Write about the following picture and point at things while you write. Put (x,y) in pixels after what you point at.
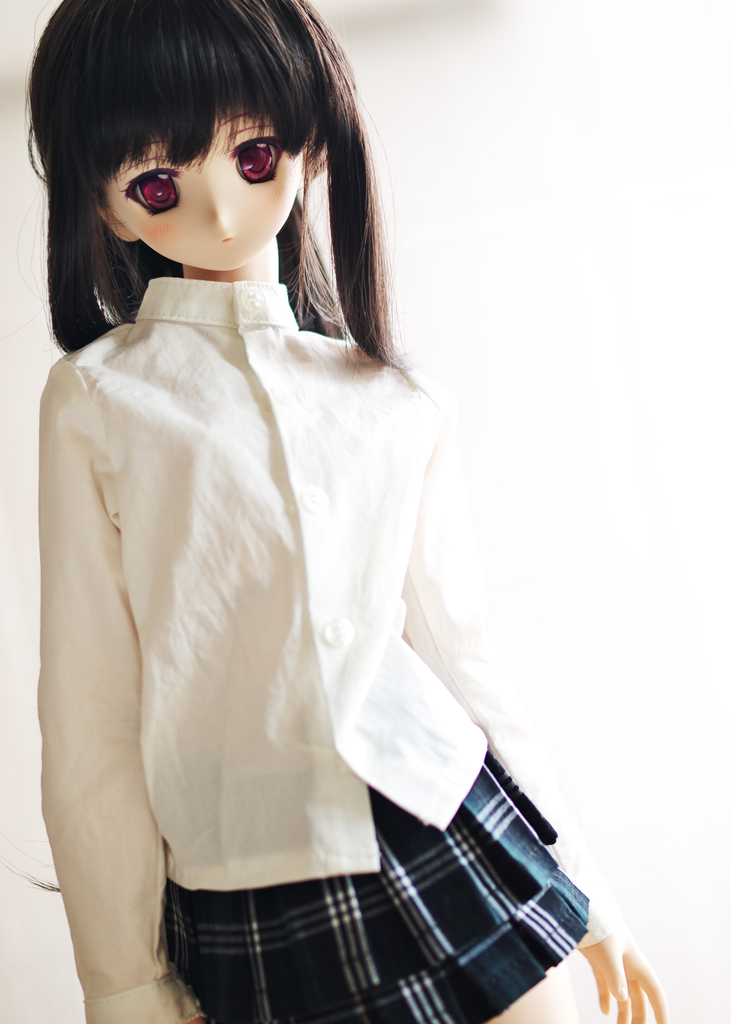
In this image we can see a doll (256,583), it is dressed with a white shirt (245,589) and a blue skirt (465,869).
